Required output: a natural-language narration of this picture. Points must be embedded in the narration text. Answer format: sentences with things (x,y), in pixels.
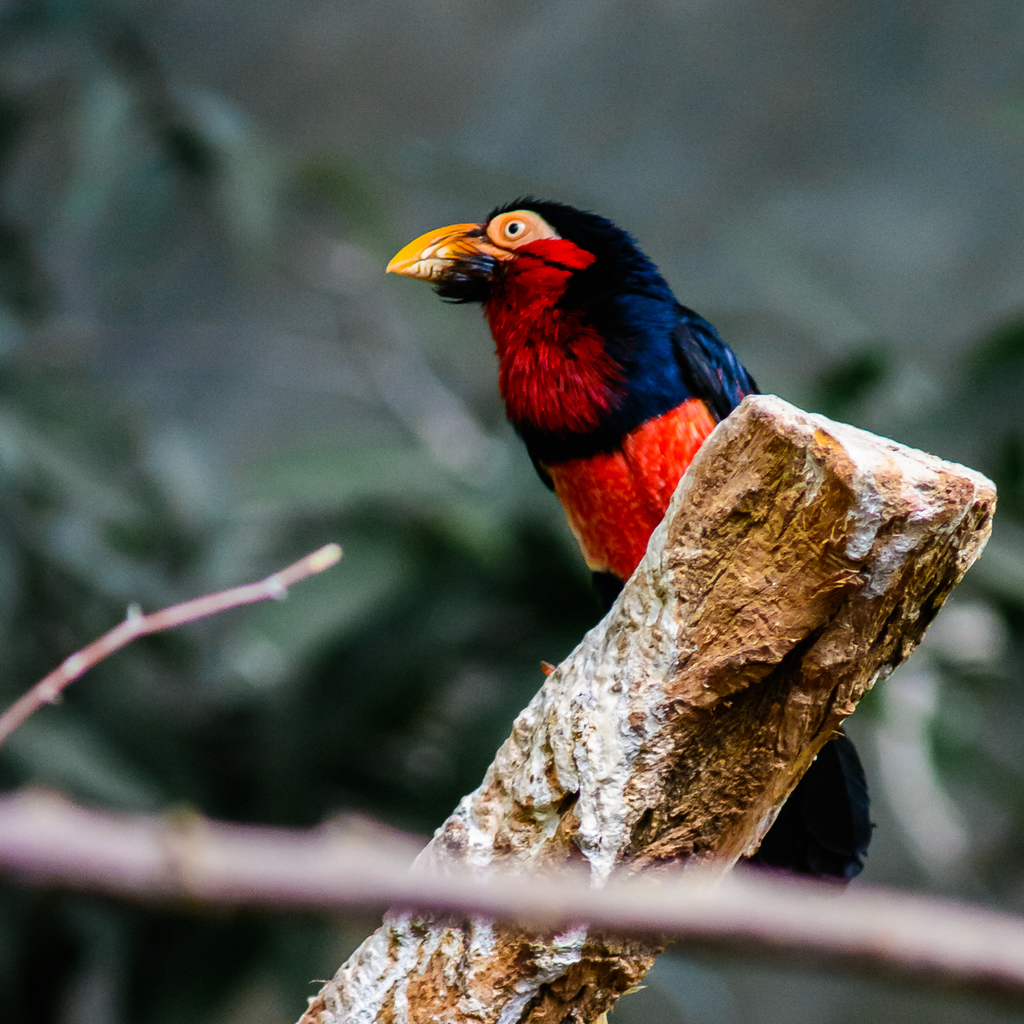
In this image there is a bird (599,515) on the wooden stick (766,662). At the bottom (536,887) there is a small wooden stick (480,887), In the background (278,450) there are trees (270,418).
